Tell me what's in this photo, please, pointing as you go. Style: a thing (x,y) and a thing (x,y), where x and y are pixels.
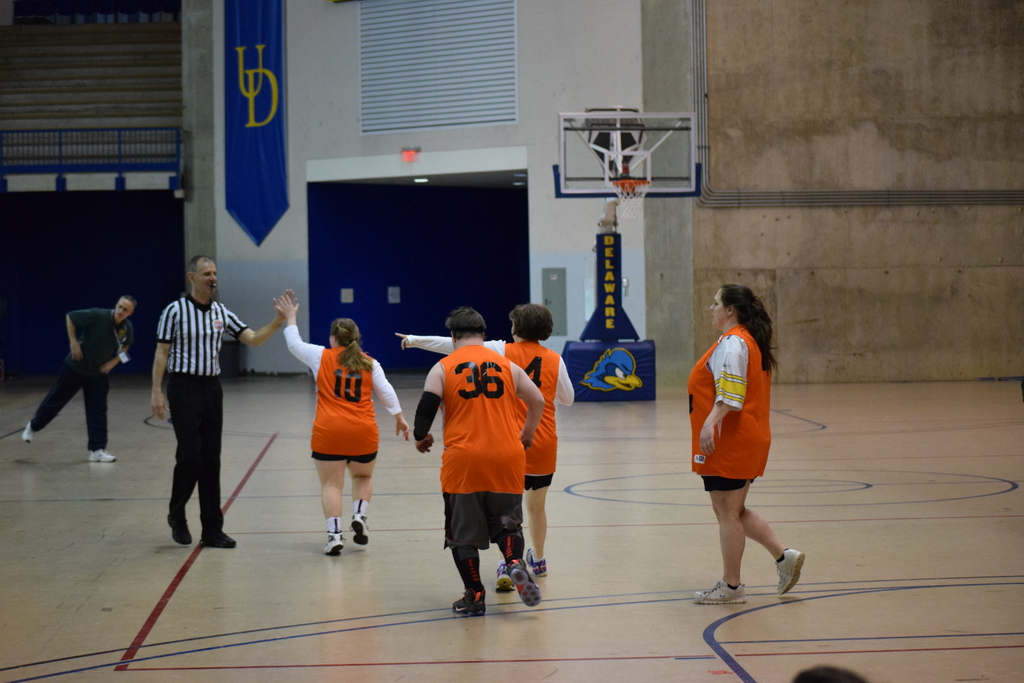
In this picture we can see few people (365,529) on the ground (595,564) and in the background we can see a wall (926,36), basketball hoop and some objects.
